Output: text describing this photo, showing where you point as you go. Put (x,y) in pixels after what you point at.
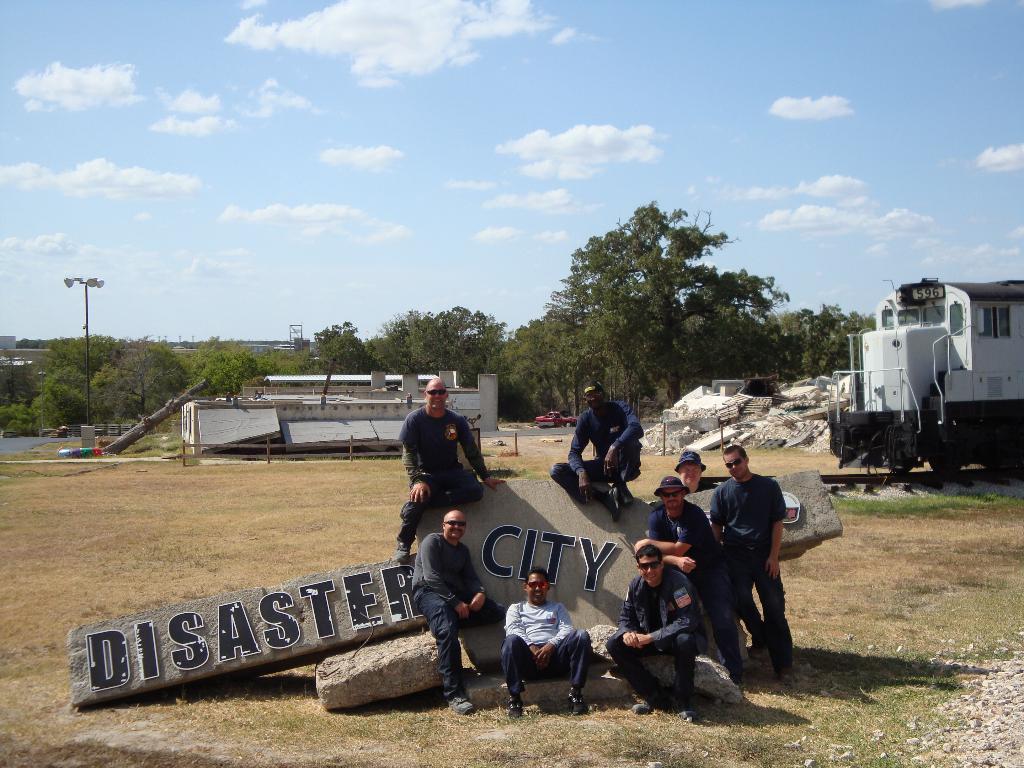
In this picture there are men (680,701) and we can see letters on rocks (336,667), stones (933,663) and grass (1010,526). We can see locomotive (993,371) on a railway track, shed (295,379), pole (87,417), lights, rocks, trees (79,407) and objects (768,413). In the background of the image (735,117) we can see the sky (656,93).
